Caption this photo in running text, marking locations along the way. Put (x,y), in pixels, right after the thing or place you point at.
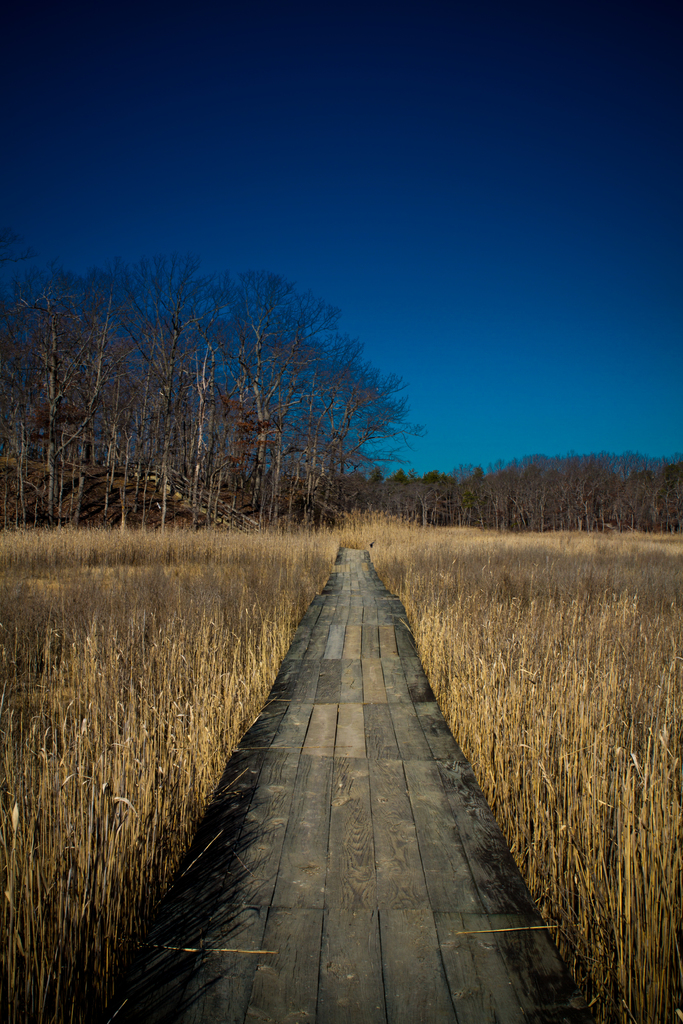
In the image we can see there is a wooden bridge (355,641) and on the either sides there are dry plants (106,708) and behind there are lot of trees (356,438). There is clear sky (315,181) on the top (315,181).
